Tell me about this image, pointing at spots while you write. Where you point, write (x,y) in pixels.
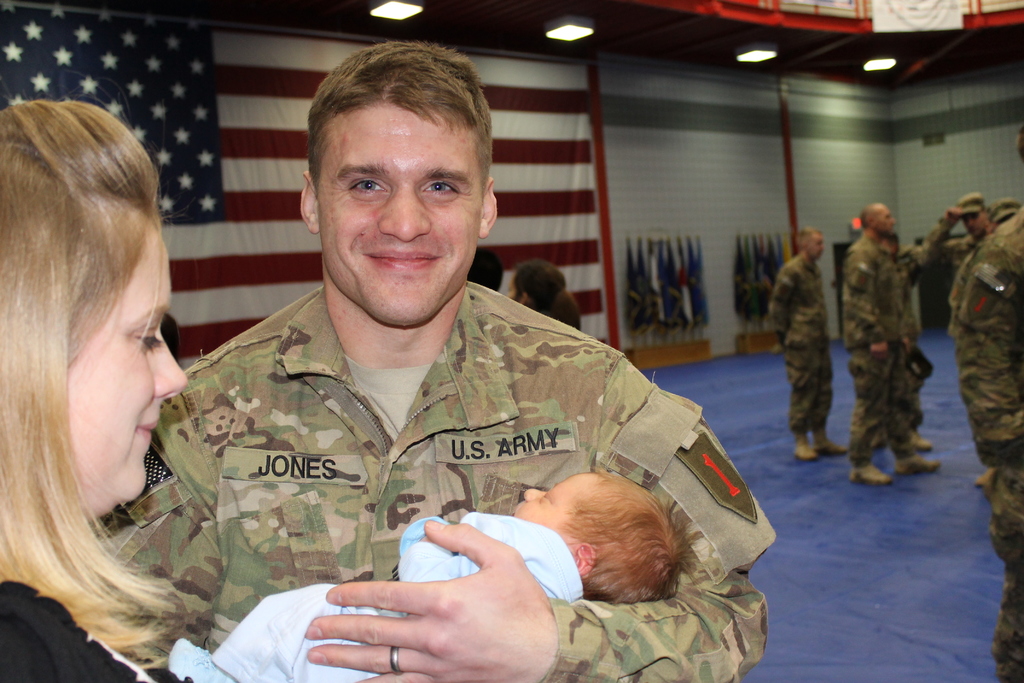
In this image there is one person (457,396) in middle of this image (478,388) is smiling and holding a baby (596,543), and there is one women (129,336) standing at left side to this person (290,371), and there is a wall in the background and there is a flag (234,93) at left side of this image (295,230). There are some persons (793,322) standing at right side of this image (898,378). There are some lights (392,10) attached at top of the image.
